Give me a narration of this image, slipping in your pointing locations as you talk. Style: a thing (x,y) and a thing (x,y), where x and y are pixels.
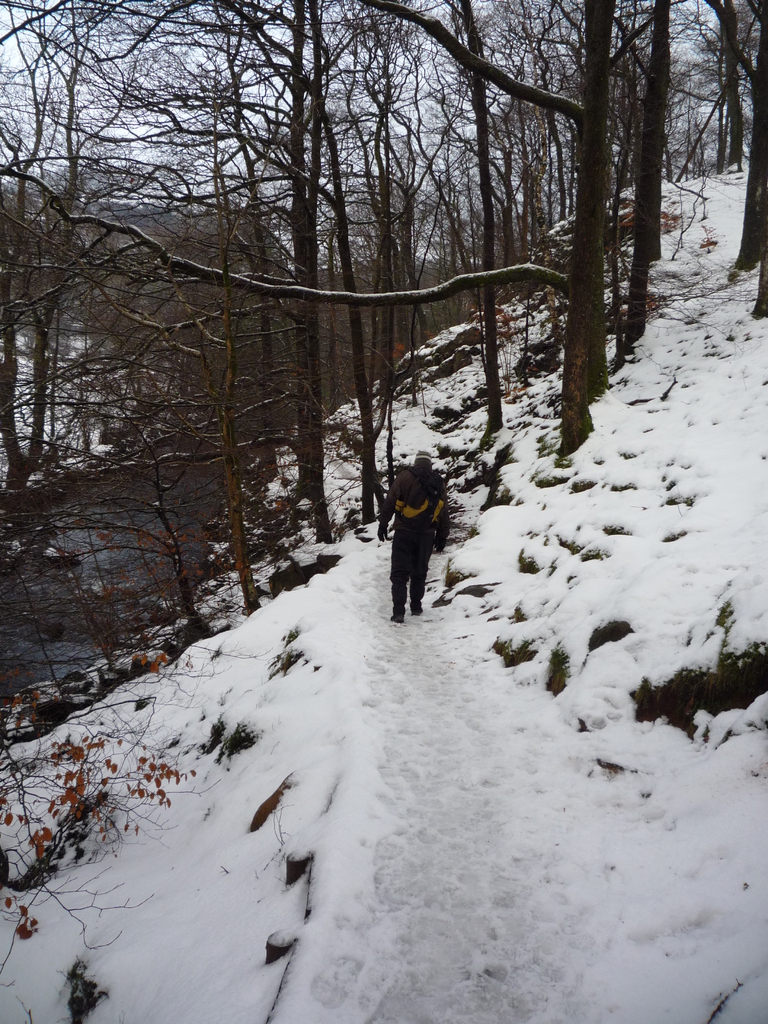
This image is taken outdoors. In the background (162,470) there are many trees (306,408) with stems (302,326) and branches (538,99). In the middle of the image (418,532) a man (396,560) is walking in the snow (411,637). At the bottom of the image (283,962) there is a ground (259,980) and it is totally covered with snow (612,378). On the left side of the image (75,815) there is a tree (34,768) with stems (37,883) and leaves (109,763).
